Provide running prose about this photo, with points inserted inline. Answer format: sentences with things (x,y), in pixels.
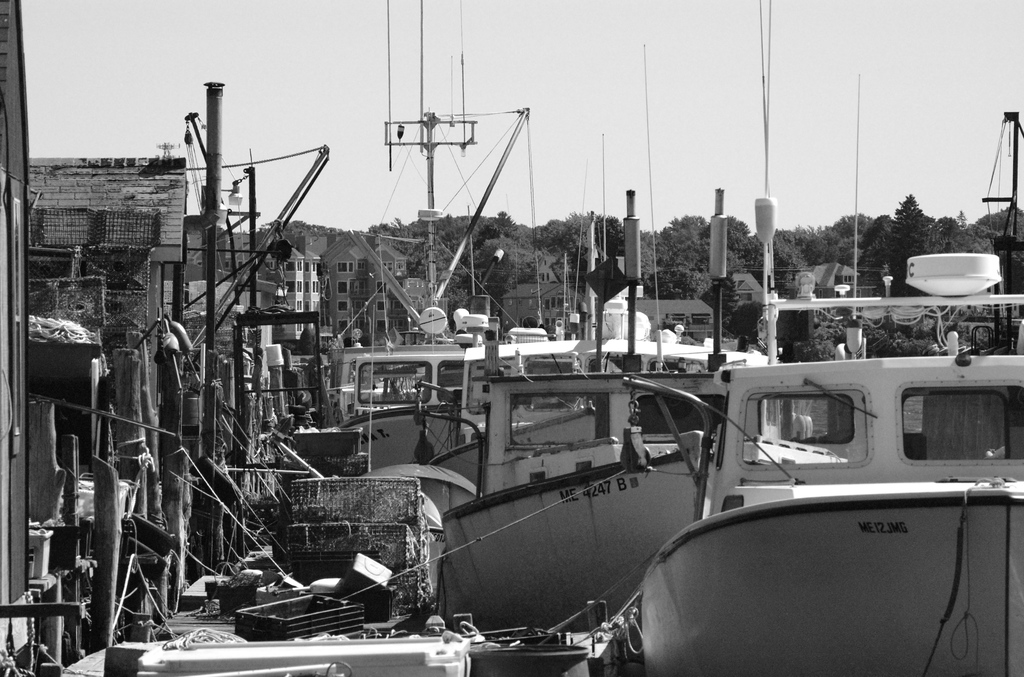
It is a black and white image there are different poles (207,394), vehicles (388,398), wires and many other objects (54,300) are visible in the picture, on the left side (184,243) there are few buildings (357,260) and beside the buildings (347,248) there are plenty of trees (891,258).
